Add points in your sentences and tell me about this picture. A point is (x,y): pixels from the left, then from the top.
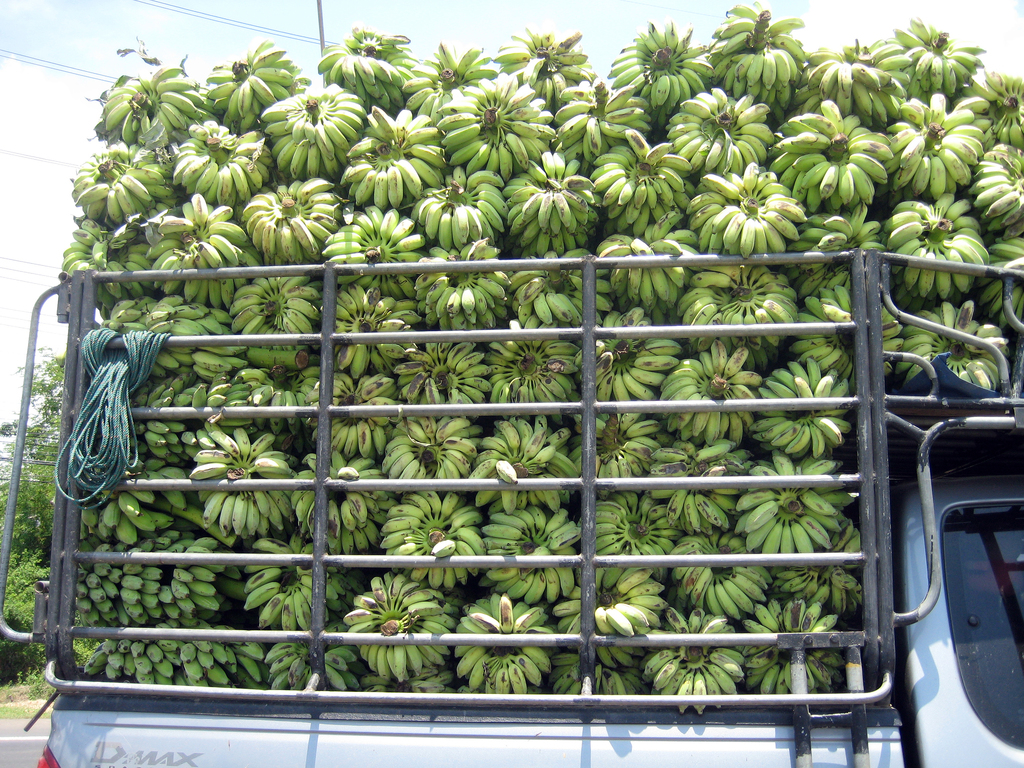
In this image I can see green color bananas (492,385) on a vehicle (959,611). Here I can see ropes (111,441) tied to a vehicle (84,380). In the background (168,32), I can see wires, trees (29,522) and the sky (33,225).
